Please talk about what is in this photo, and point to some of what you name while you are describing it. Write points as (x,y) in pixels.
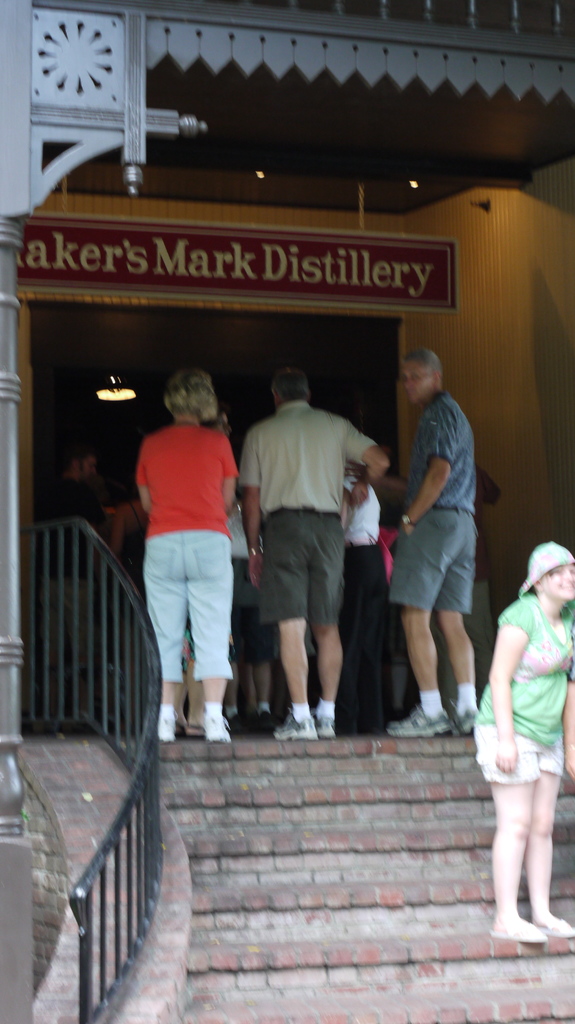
In the background (313,236) we can see a board (344,253). In this picture we can see people (158,468), stairs (365,889), railing (139,714), pillar (4,679) and lights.
